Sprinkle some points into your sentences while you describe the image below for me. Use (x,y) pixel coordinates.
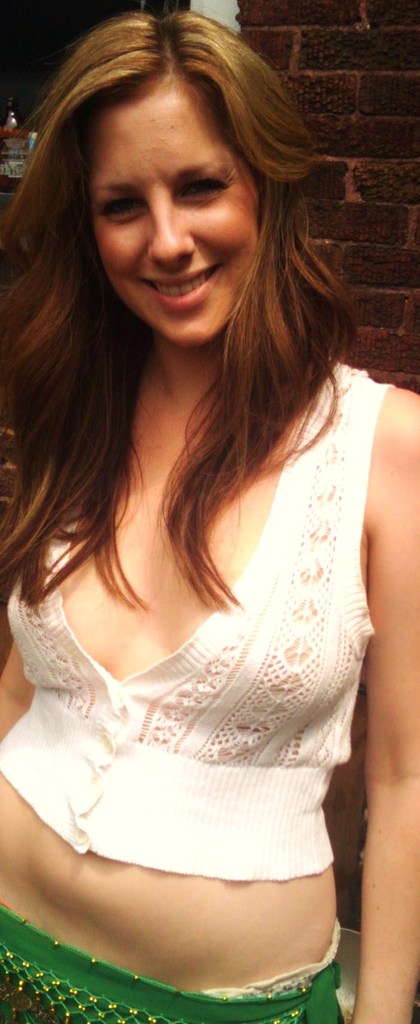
In this picture there is a woman (231,928) standing and smiling. At the back (387,5) there's a wall (385,109) and there are objects (8,157).
